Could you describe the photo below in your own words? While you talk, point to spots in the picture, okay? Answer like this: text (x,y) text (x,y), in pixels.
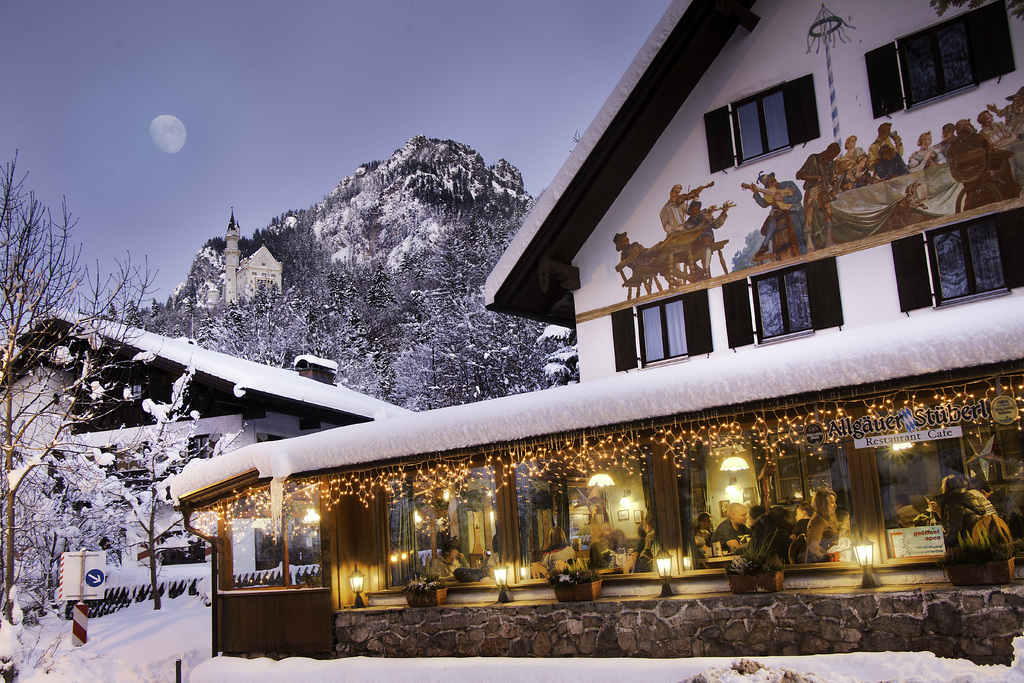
In the image there is a restaurant (563,502), there are many people (699,536) inside the restaurant (527,501). There are some paintings (800,197) on the wall (796,167) of the restaurant (689,219) and the area (354,365) is covered with thick snow (118,493). In the background (401,260) there is a mountain (393,271).
